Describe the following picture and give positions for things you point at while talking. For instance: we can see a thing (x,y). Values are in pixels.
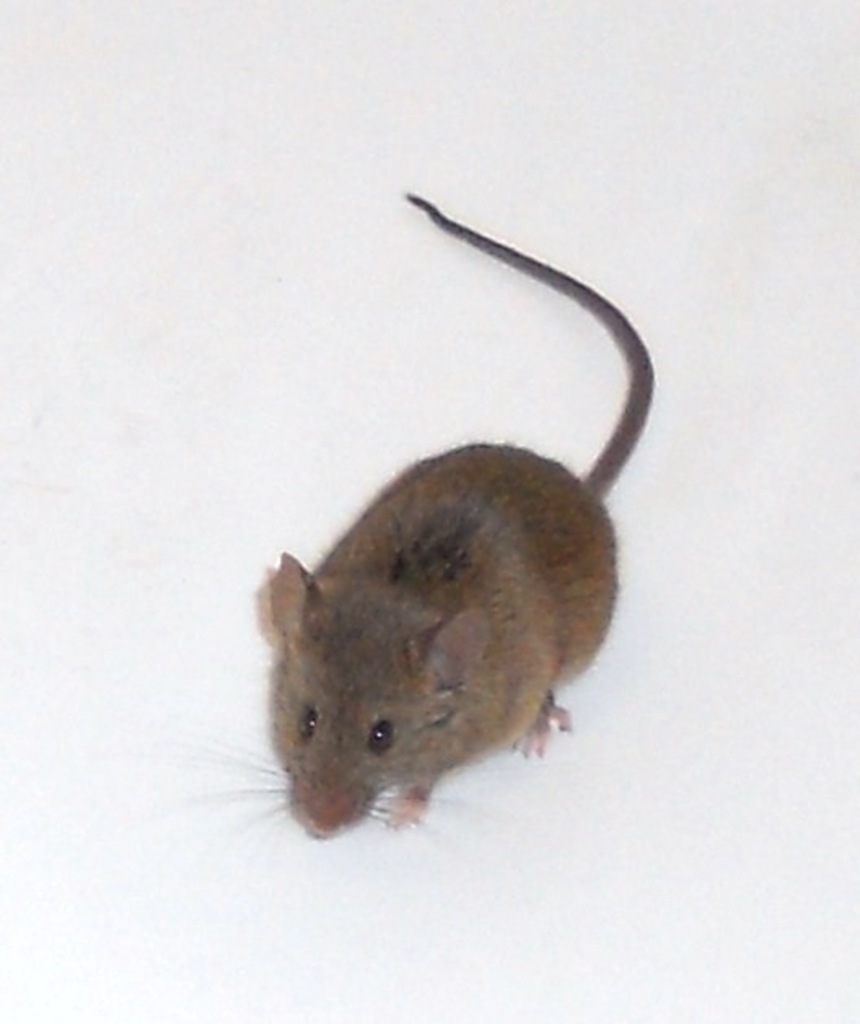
In the center of the picture (409,494) we can see a rat (551,480) on a white surface (165,326).
